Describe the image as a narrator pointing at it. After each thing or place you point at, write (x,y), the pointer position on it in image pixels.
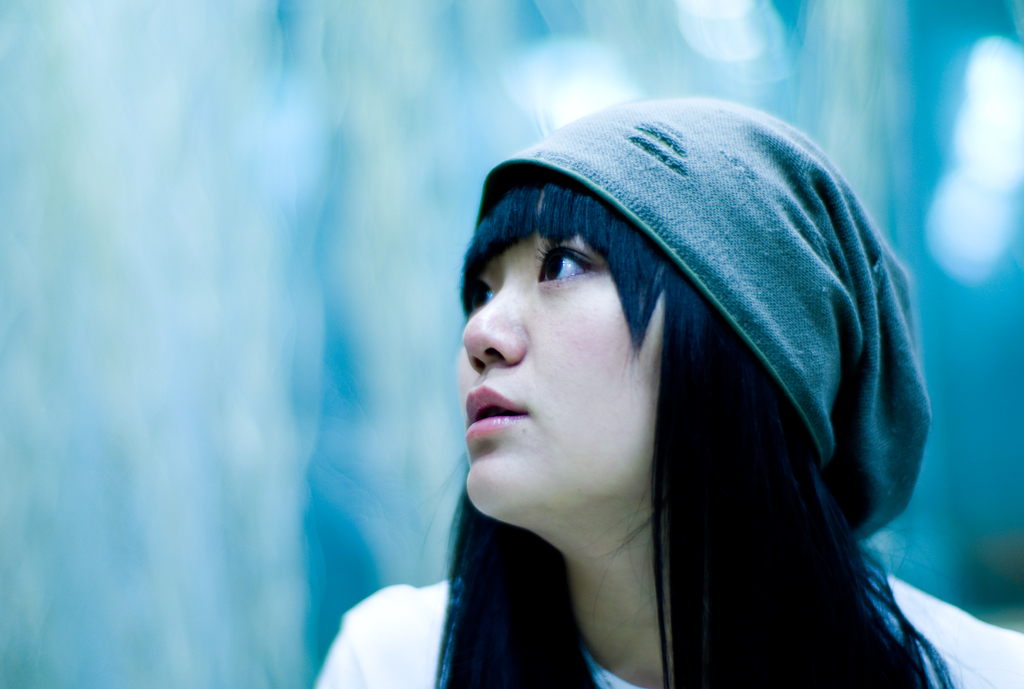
In this picture there is a woman (689,604) who is wearing cap (806,413) and white t-shirt (957,671). In the back (289,352) I can see the blur image.
